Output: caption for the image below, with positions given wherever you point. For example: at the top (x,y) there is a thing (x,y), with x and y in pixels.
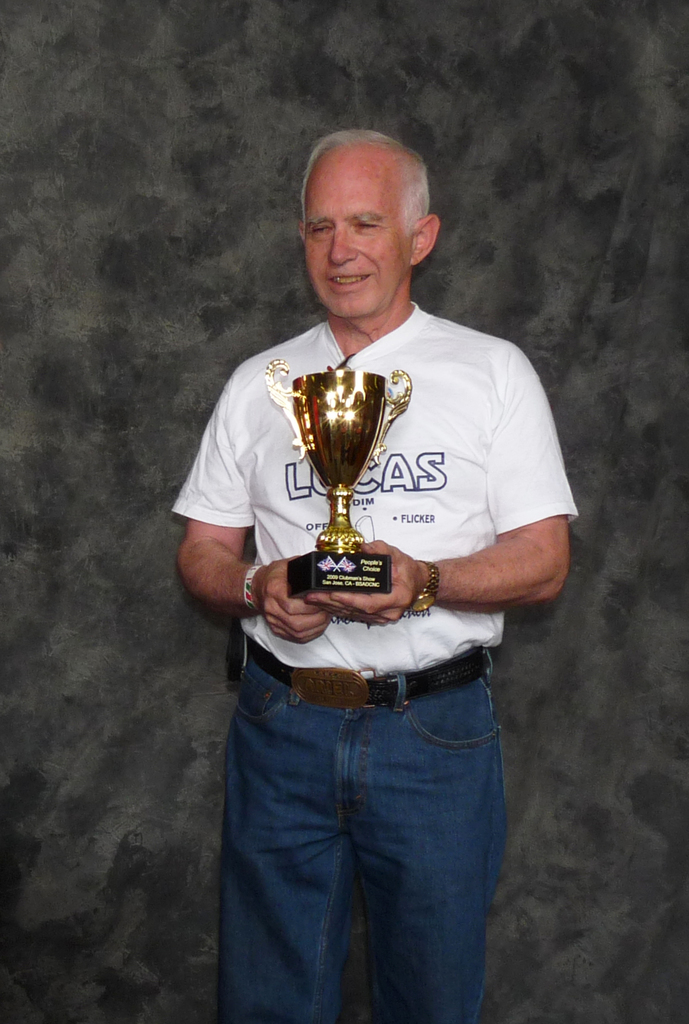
The man (389,531) in the middle of the picture (406,589) wearing white T-shirt (488,500) and blue jeans (416,812) is holding a trophy (352,587) in his hands (378,611). He is smiling. In the background (638,614), it is in grey and black color.
